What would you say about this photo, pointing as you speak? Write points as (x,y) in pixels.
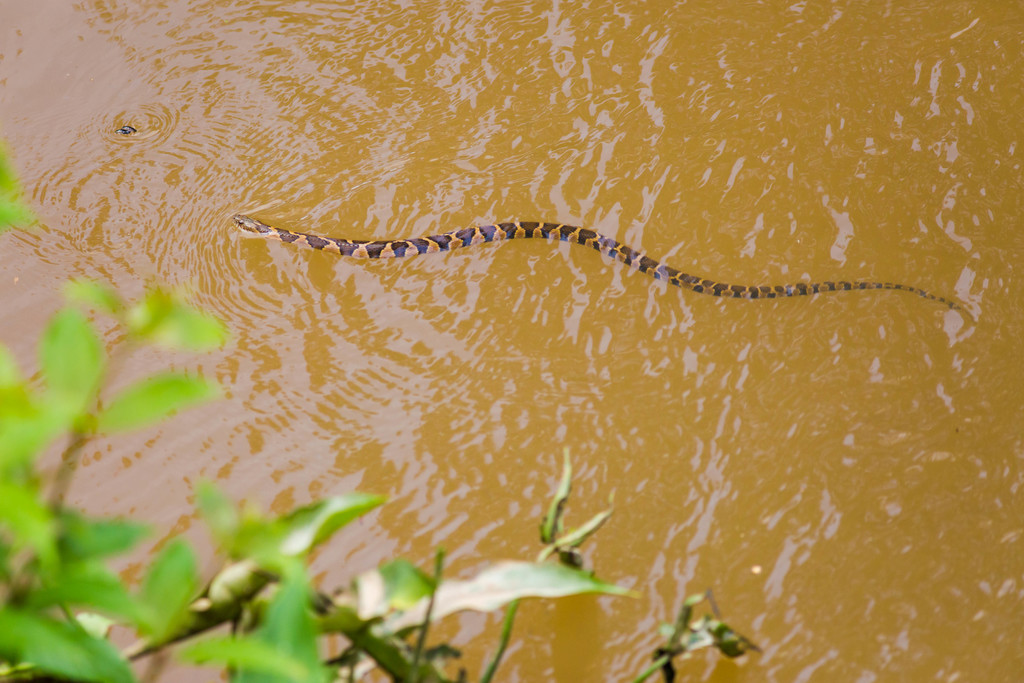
In this image I can see snake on the water (659,592), beside that there is a plant (300,585).
